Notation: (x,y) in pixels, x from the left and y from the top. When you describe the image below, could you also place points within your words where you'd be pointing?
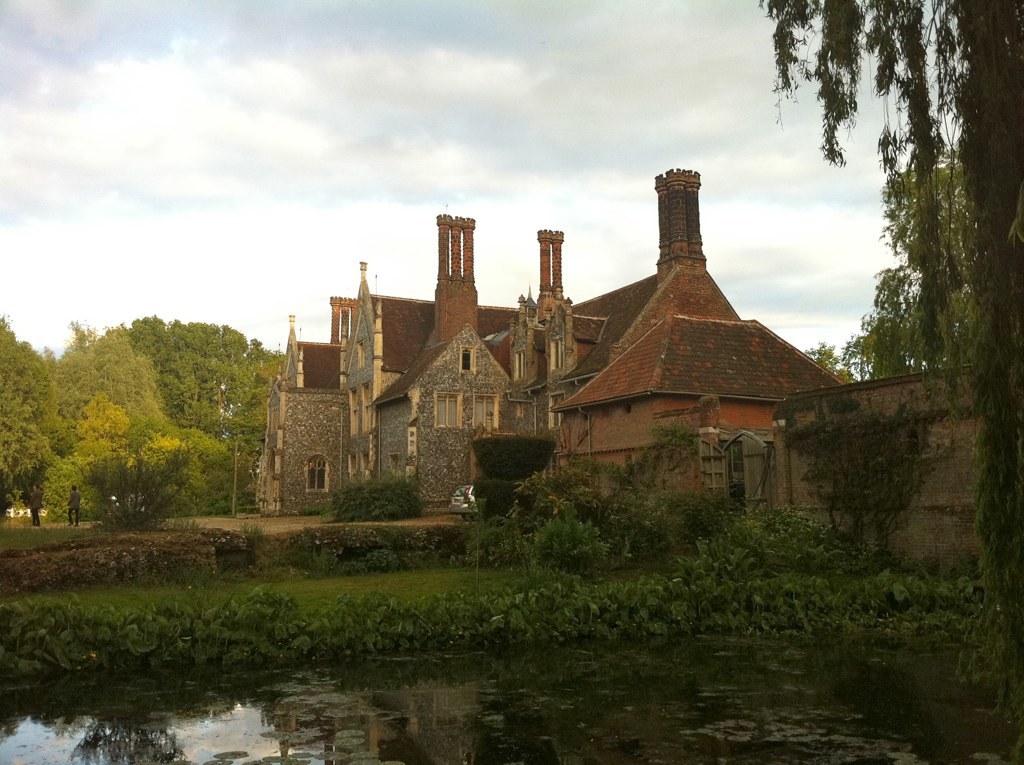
In this image I can see few buildings (466,409), windows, trees (15,434), wall (887,408), few people (34,523) and the water (647,764). The sky (428,81) is in blue and white color.
